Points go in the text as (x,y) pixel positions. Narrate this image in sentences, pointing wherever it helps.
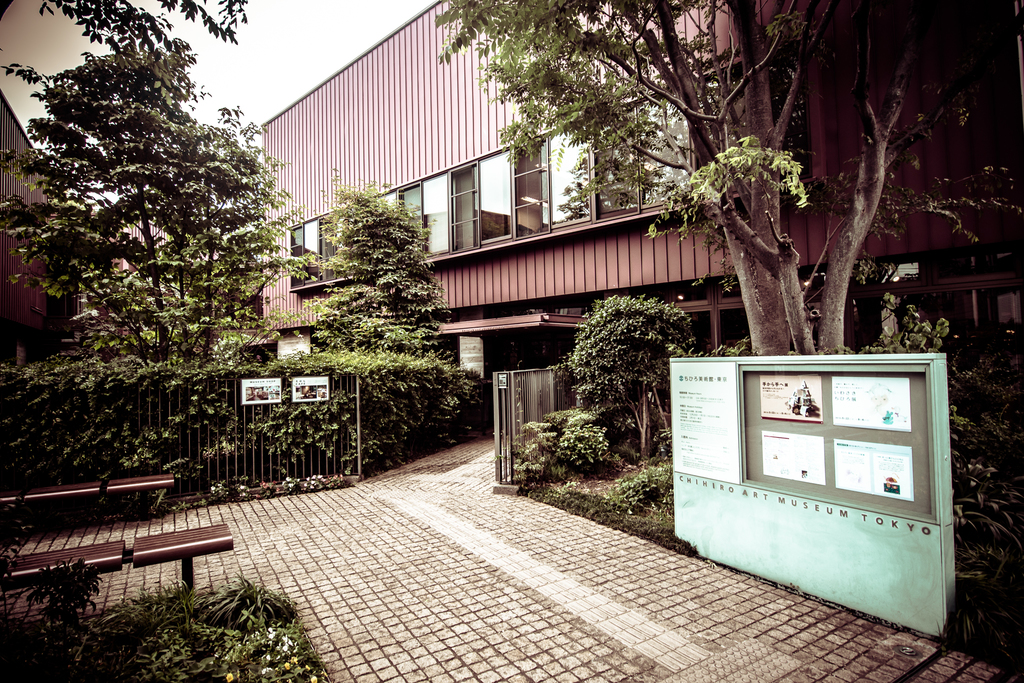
In this image I can see the railing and few boards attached to it, few trees (135,299) in green color. In the background (512,348) I can see the shed (408,70), few glass windows (502,155) and the sky (295,55) is in white color.
